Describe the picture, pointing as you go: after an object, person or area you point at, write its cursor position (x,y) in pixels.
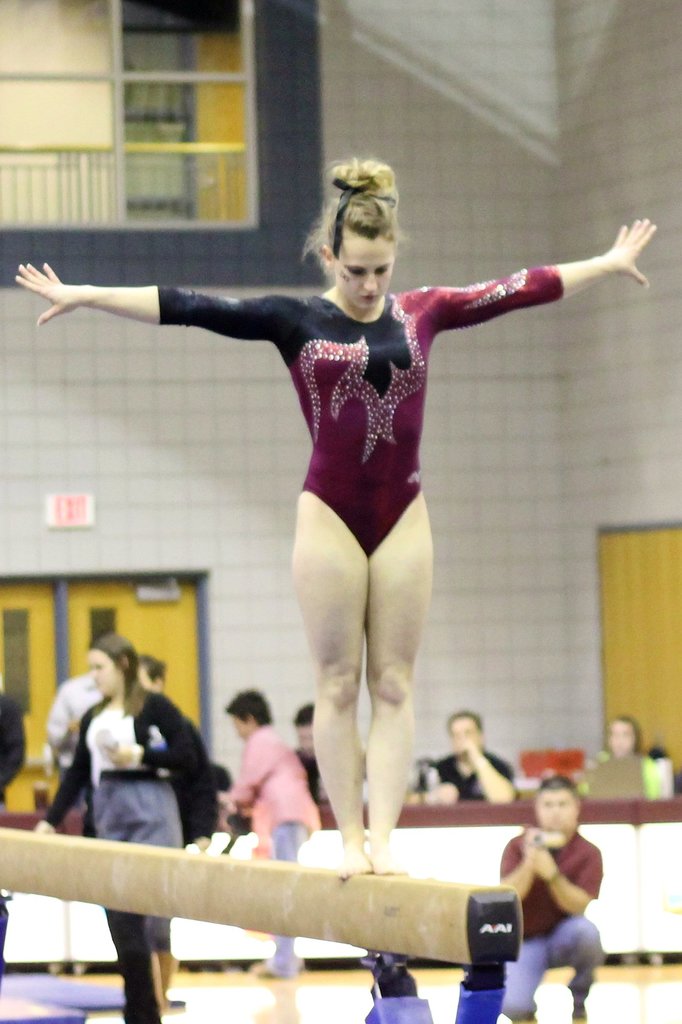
In this image I can see a woman (393,479) wearing maroon and black colored dress (338,344) is standing on the pole (340,885) which is cream in color. In the background (542,893) I can see a person (536,878) is sitting and holding a camera (535,841), few other persons (286,777) standing, few persons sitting on chairs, the wall (462,497), the door (137,628) and the window (154,124).
